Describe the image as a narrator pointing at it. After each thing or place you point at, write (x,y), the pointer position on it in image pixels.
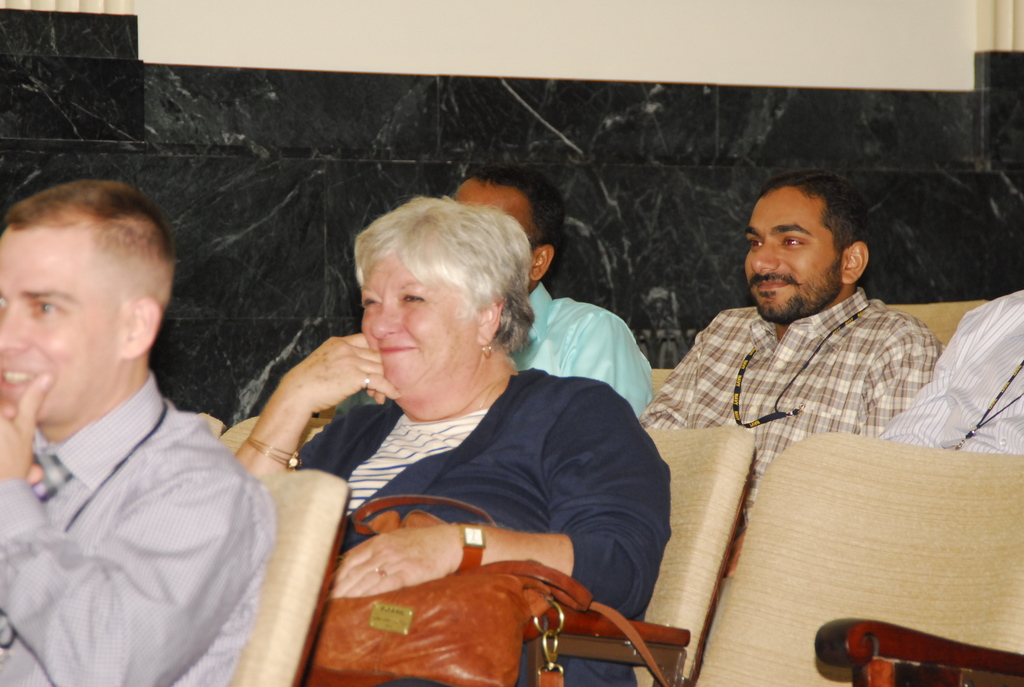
In this image we can see people (629,428) sitting and smiling. There are chairs (827,573) and we can see a bag (479,631). In the background (594,187) there is a wall (502,140).
